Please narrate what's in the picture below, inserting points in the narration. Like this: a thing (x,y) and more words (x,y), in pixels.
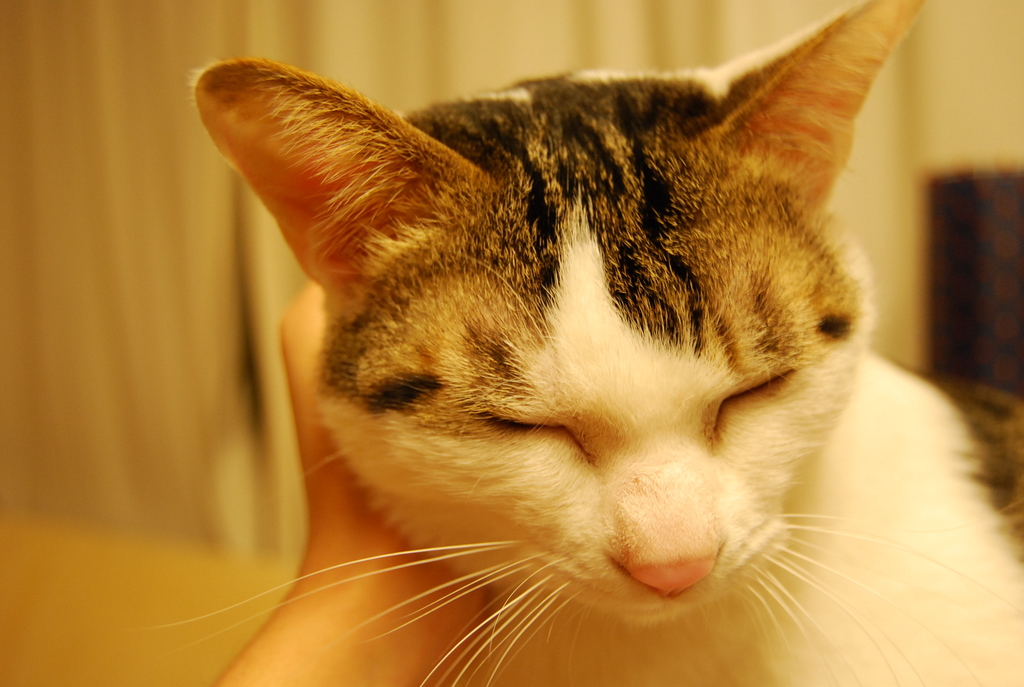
In this image we can see a cat (633,429) closing its eyes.
